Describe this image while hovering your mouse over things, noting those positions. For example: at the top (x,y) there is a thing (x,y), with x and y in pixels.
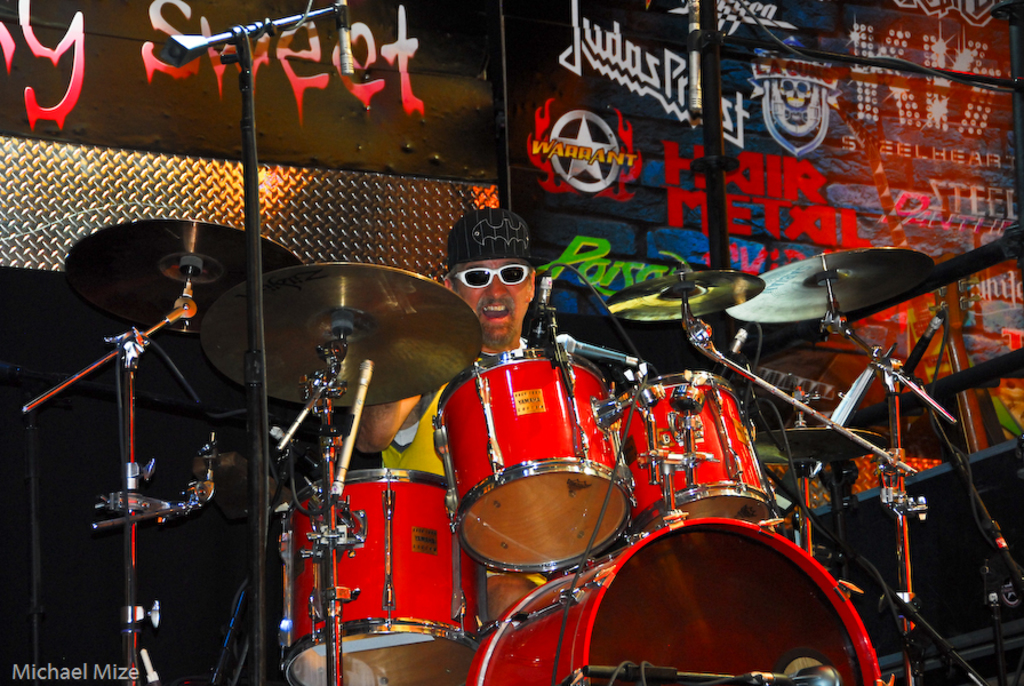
In this image we can see a person (510,340) playing the musical instruments (549,569), there are some mics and other musical instruments (474,405), in the background (549,142), it looks like the wall (494,177), on the wall (343,153) we can see some graffiti (399,63).
